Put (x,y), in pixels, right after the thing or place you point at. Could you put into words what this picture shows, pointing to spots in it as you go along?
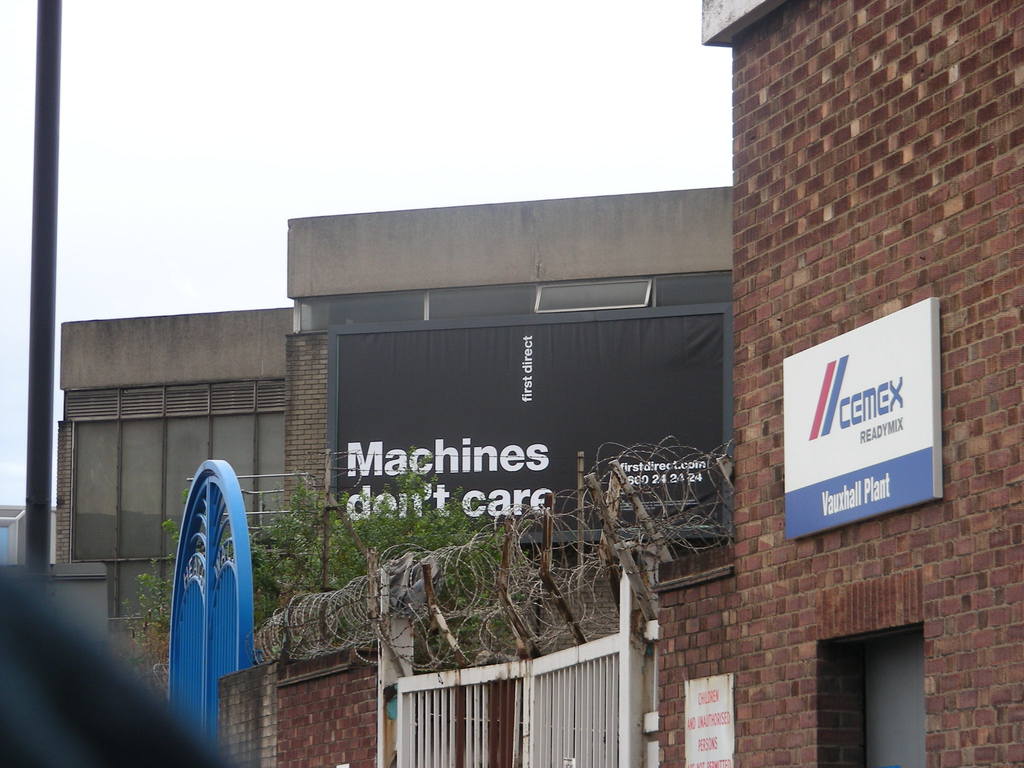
In this image, we can see some buildings (875,225), boards (885,381) with text (710,716). We can see a pole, some metal objects (180,556) and the fence (342,620). We can also see an object (74,643) on the bottom left corner (45,663). We can see the sky (289,192).
